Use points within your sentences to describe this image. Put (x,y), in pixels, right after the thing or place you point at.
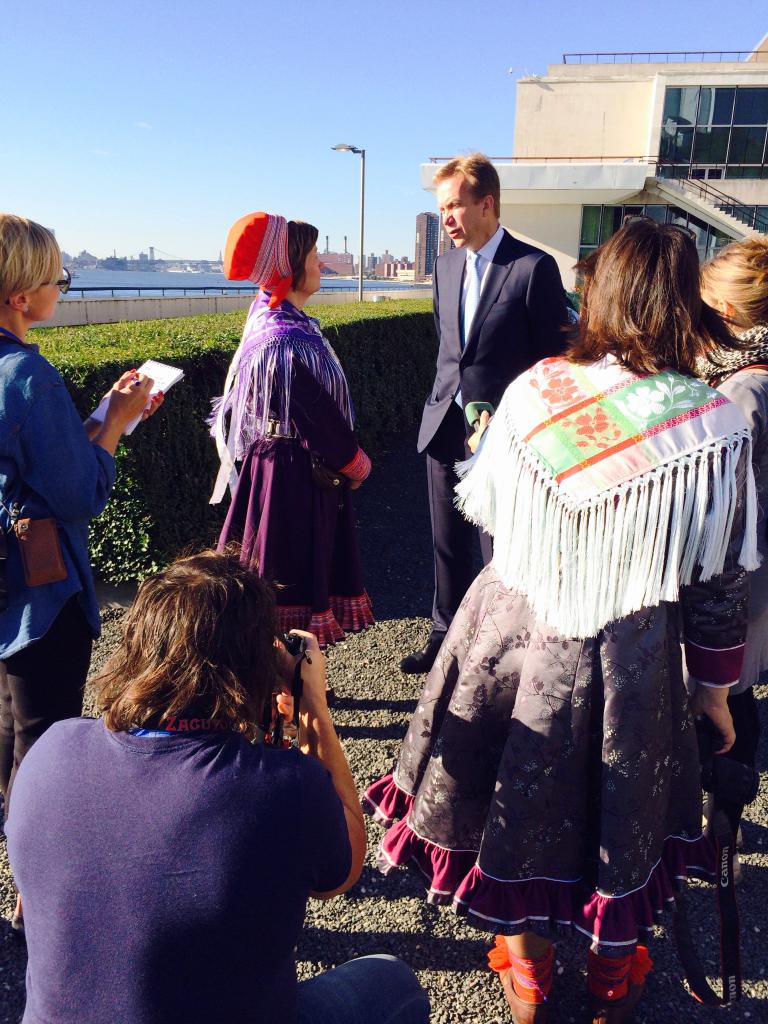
In this image I can see, in the left hand side (230,894) bottom there is a person (239,840) holding the camera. On the right side (618,297) two girls (654,573) are standing, on the left side (31,268) a girl (89,498) is standing by holding a book (145,412) and a pen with her hands (130,394). In the middle (443,349) a man (454,341) is talking with a woman (305,420), beside them there are bushes (370,373), on the right side (590,143) there is a building (501,182). At the top (370,72) there is the sky (371,40).
